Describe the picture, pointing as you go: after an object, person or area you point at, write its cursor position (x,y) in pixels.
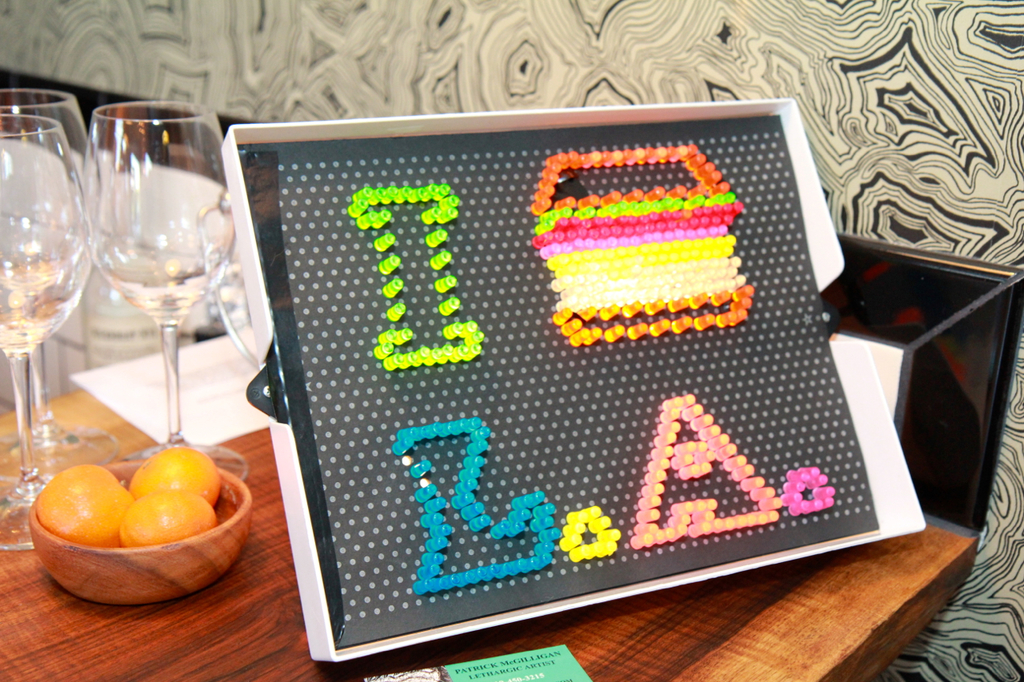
In this image in the front (772,530) there is a board (626,490) with some text (476,422) written on it and there are glasses (88,253), fruits (113,494) and there are papers (198,407) on the table (397,657). In the background (462,37) there is a wall (728,39) and on the wall (734,23) there is a painting (765,70).
